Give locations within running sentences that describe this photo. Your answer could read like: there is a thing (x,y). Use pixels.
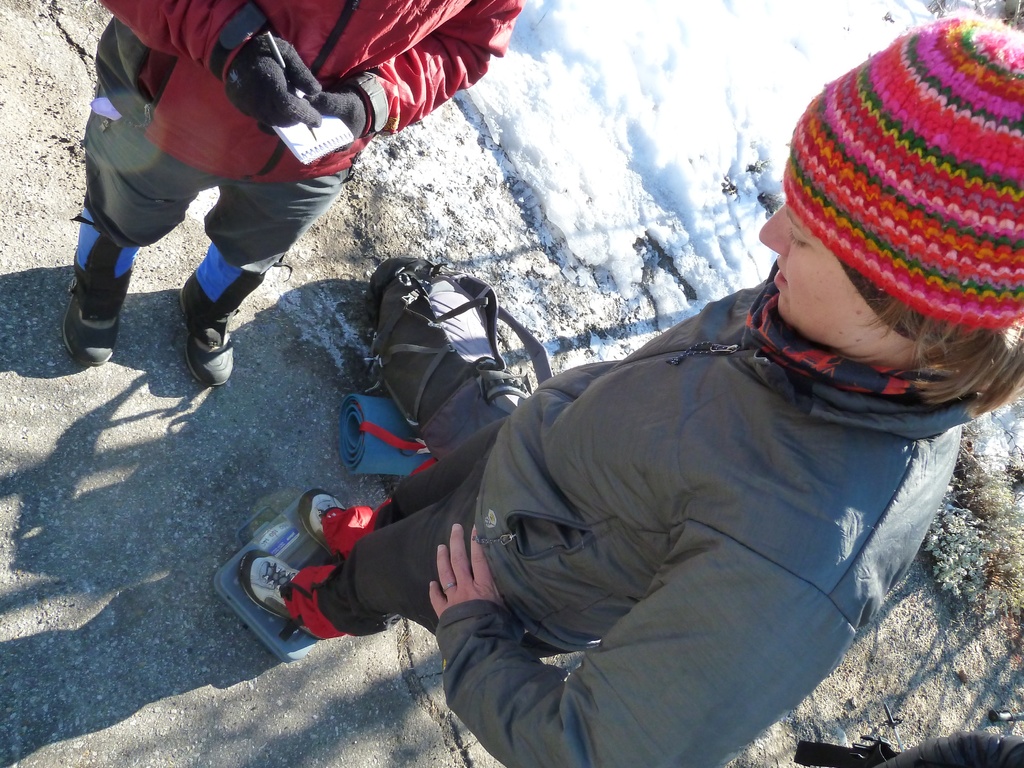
In this picture, we can see a few people (202,67), and among them we can see a person (265,86) holding some objects (286,134), and we can see the ground (167,555) with snow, and we can see some objects (384,437) like weighing machine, bags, mats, and plants (996,563).
